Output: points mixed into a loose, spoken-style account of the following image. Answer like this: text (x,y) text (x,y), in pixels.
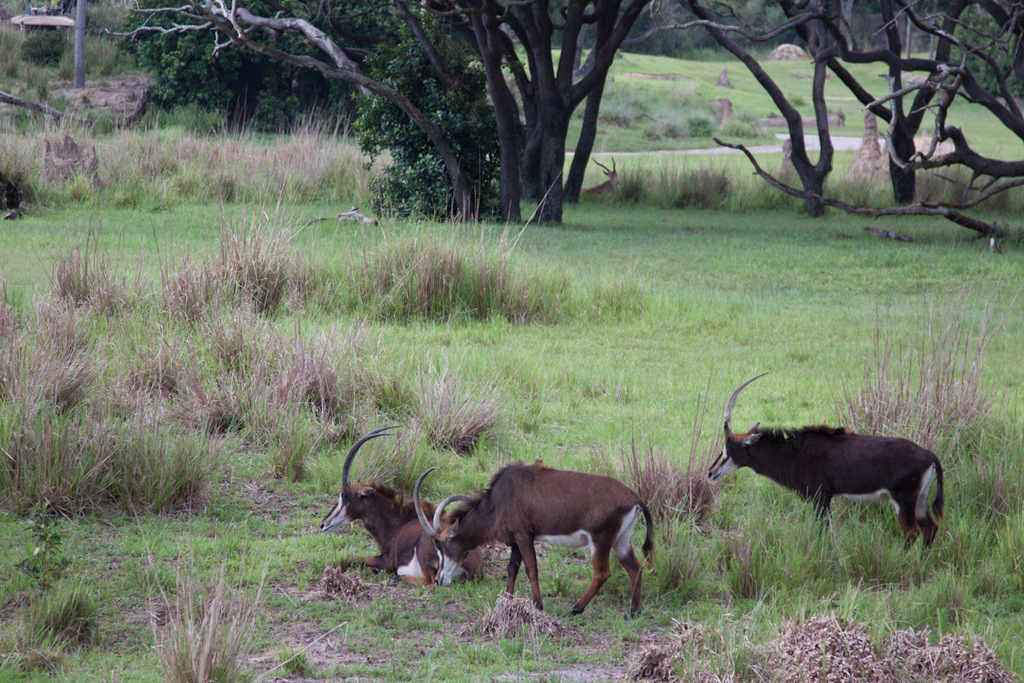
At the bottom of this image (765,456), there are three animals (919,503) on the ground (495,552), on which there is grass (412,427). In the background (482,410), there are trees (1016,61), plants (372,104) and grass (688,59) on the ground (766,226).
